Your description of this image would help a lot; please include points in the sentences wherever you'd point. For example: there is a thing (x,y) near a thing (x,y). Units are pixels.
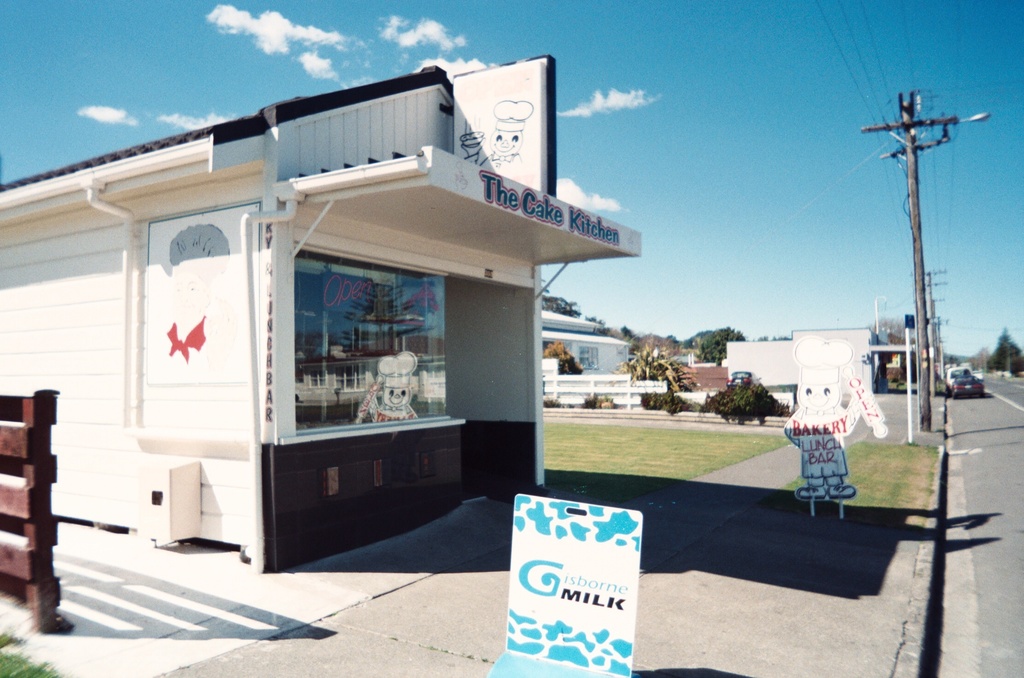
In the foreground (600,510) I can see boards (548,614), fence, grass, restaurant (396,407) and plants (593,407). In the background (618,341) I can see buildings (861,334), light poles (878,315), wires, vehicles (967,386) on the road (1010,386), trees (714,356) and the sky (614,103). This image is taken may be during a sunny day.
